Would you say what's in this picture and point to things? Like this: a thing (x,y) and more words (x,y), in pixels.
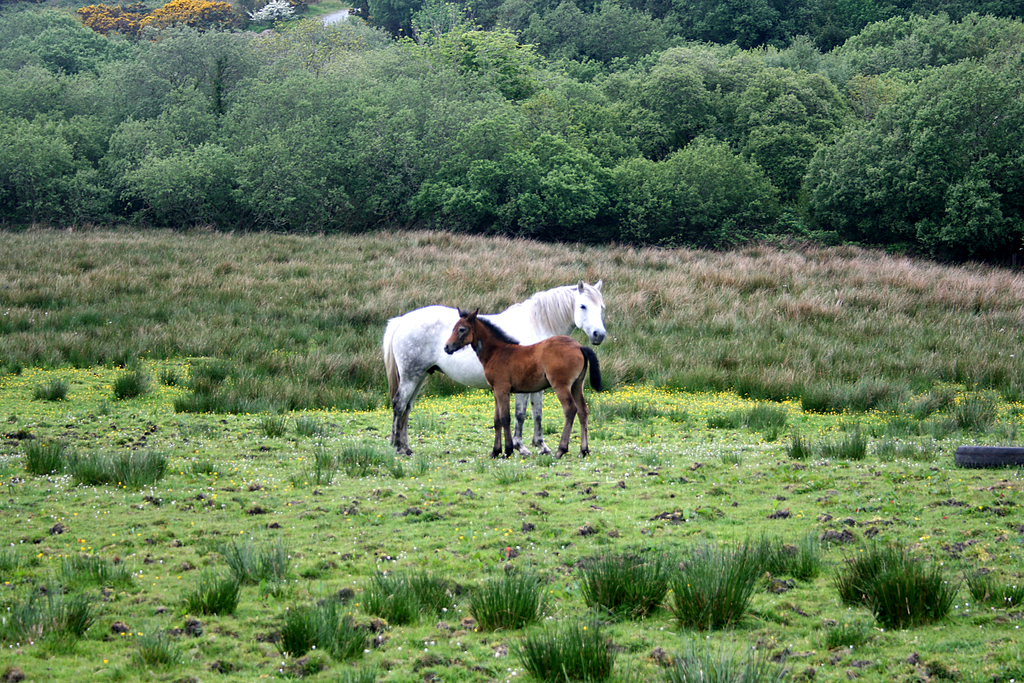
In this image on a ground (636,335) there is a white horse (434,338) and a brown horse (497,353). On the ground (174,383) there are grasses (174,383). In the background (282,192) there are trees (297,215).
